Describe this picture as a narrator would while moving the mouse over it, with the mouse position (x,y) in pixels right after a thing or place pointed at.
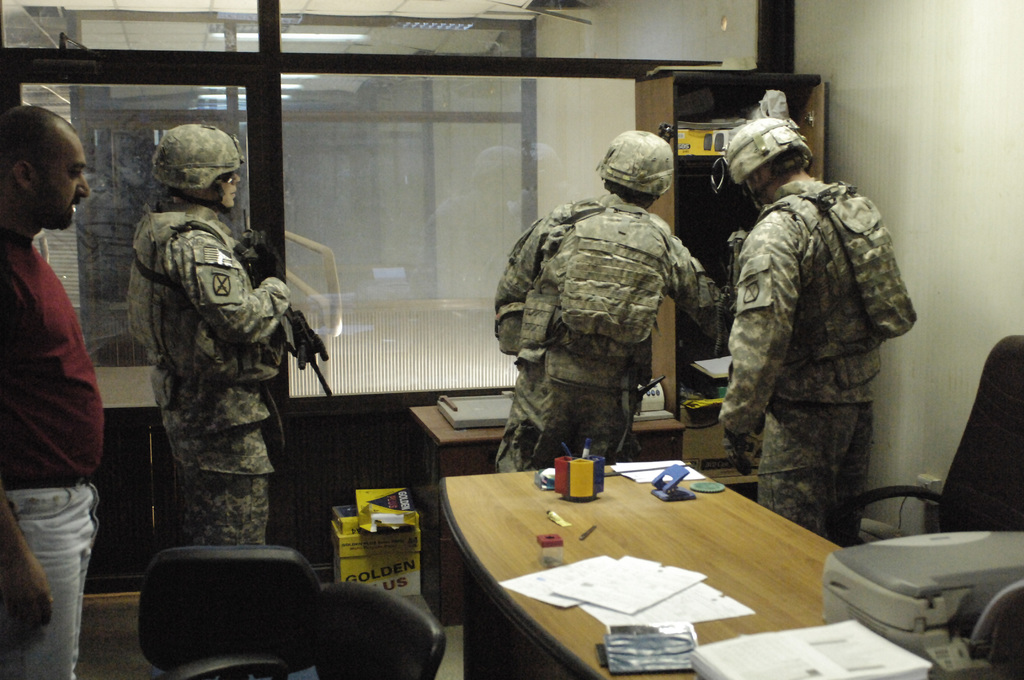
there are 4 people (221,324). 3 people (278,299) at the right (803,279) are wearing army uniform (786,249). the person (52,320) at the left (34,340) is wearing a red t shirt (28,340). in the front (667,555) there is a table (697,551) on which there are papers (632,579).
